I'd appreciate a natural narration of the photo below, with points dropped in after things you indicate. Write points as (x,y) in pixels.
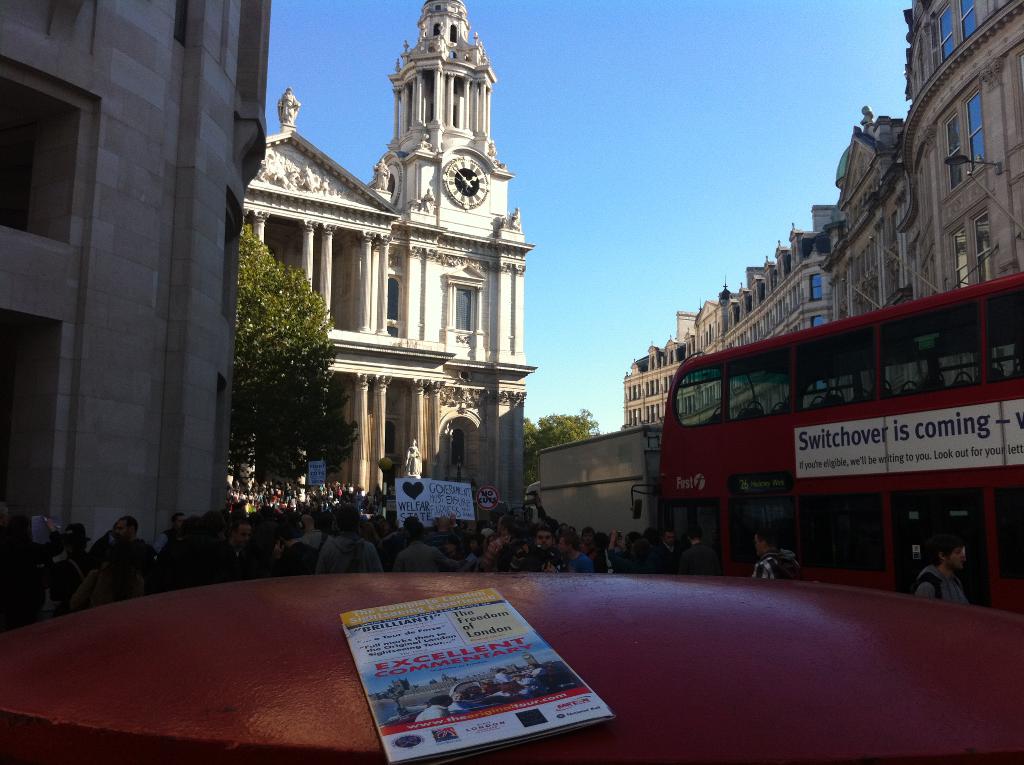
At the top of the image (426,200) we can see buildings (477,229), clock tower (450,237), trees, sky (520,141) and persons (496,517). At the bottom of the image (831,526) we can see a motor vehicle (837,514) and a book (548,691) placed on the post box (284,672).
